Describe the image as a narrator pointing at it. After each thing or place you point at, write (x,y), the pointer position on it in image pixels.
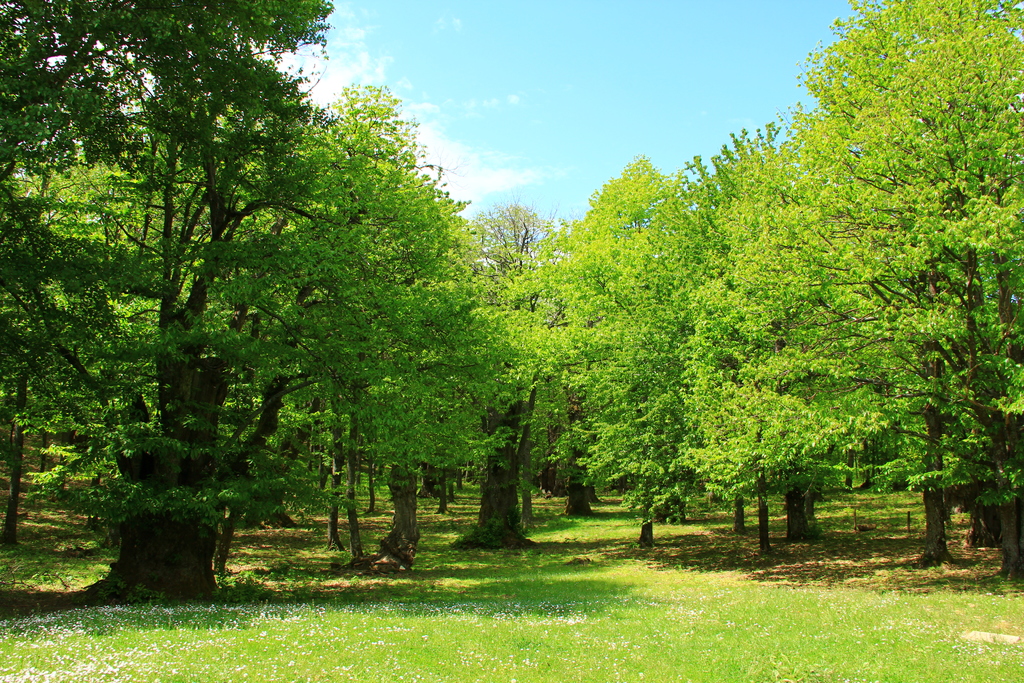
In this picture, we can see the ground (668,567) with grass (609,560), trees (258,323) and the sky (804,24) with clouds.
